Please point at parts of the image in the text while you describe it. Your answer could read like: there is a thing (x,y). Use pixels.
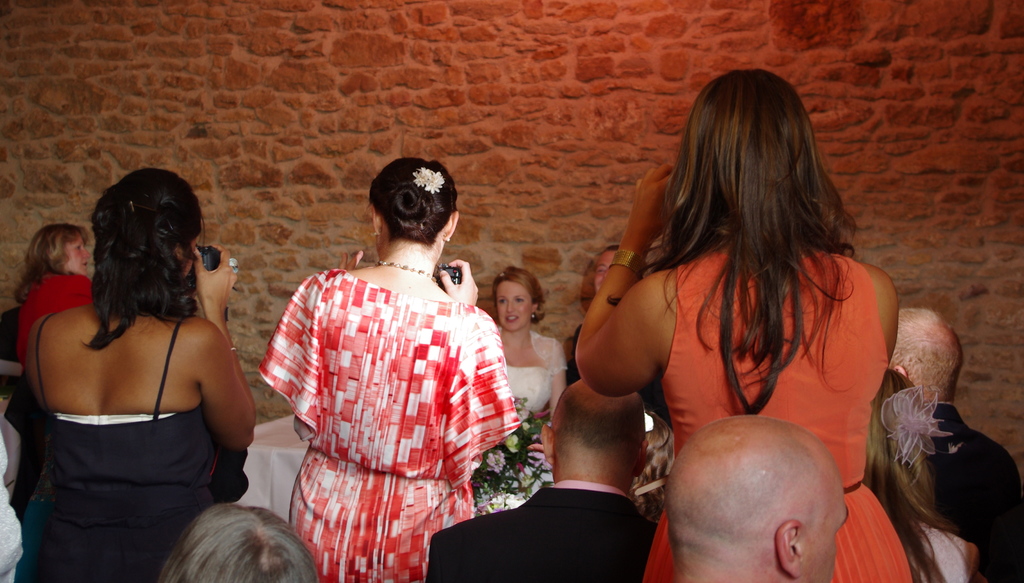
In this picture we can see there are some people (572,461) sitting and some people (321,426) are standing and holding some objects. In front of the people (310,438) there is a bouquet (492,464) on a object (291,474). Behind the people (423,412) there is a wall (456,137).
